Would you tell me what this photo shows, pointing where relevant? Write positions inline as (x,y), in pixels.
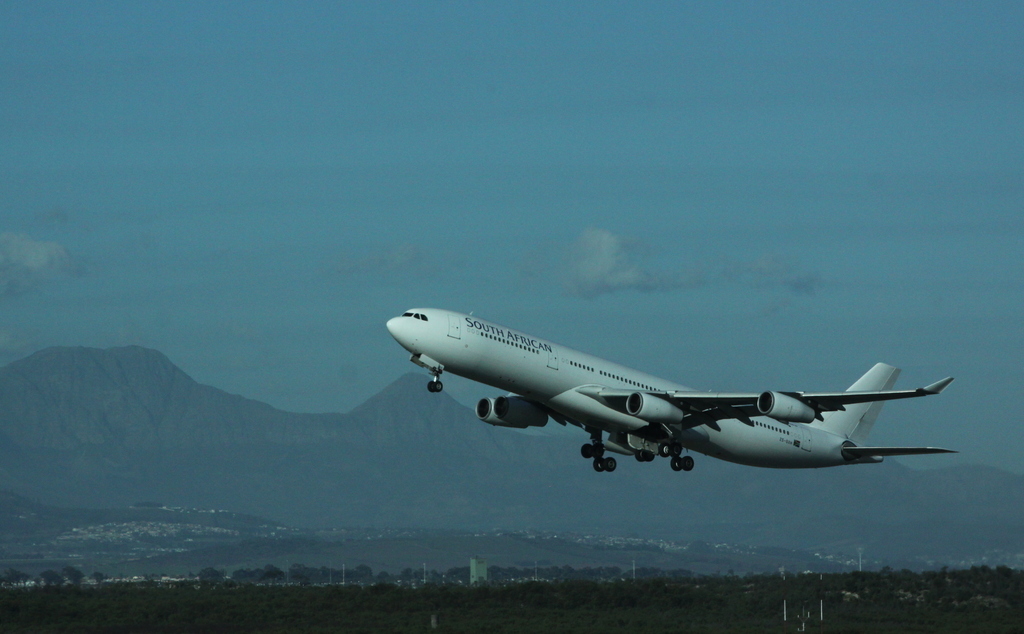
In this image we can see an airplane (671,397) flying, on the bottom of the picture (726,588) we can see few trees (467,597) and in the background (316,441) there are mountains (338,447) and the sky (473,196).
